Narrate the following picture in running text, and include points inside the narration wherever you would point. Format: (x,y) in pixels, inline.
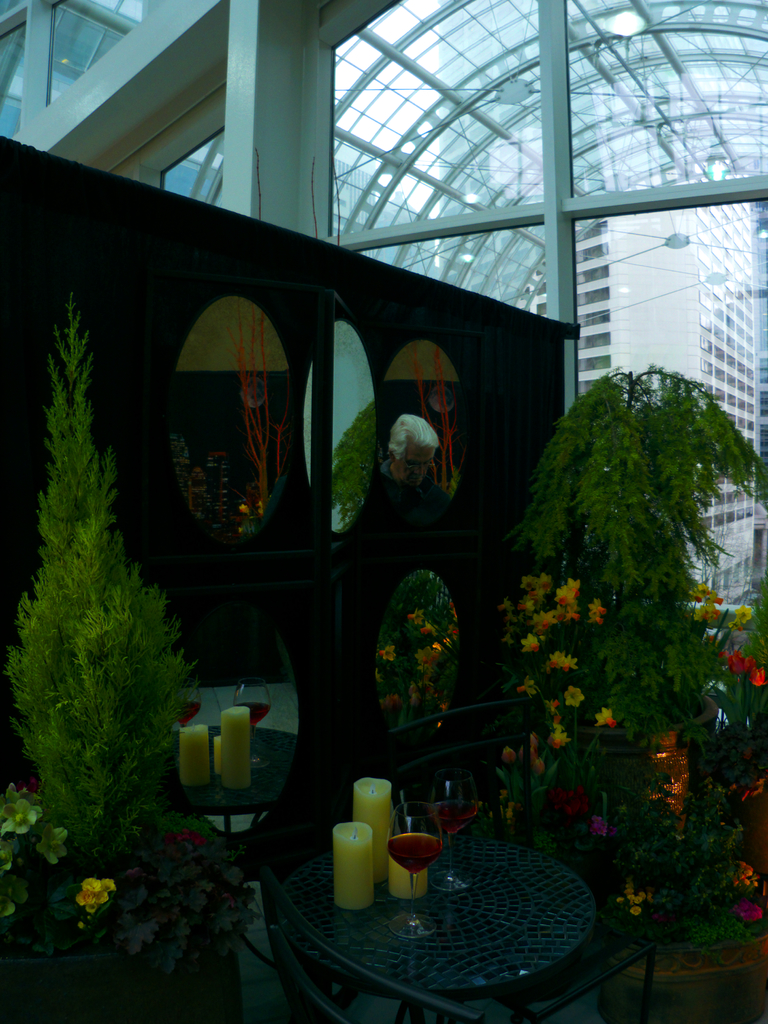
In the foreground of the image (533,893) we can see the group of candles (419,878) and glasses (411,907) placed on a table (433,958). To the left side (117,871) we can see a plant (144,885). In the background (739,761), we can see group of, mirrors (218,730) placed in a cupboard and a building (665,267) and some flowers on a plant (624,788).
